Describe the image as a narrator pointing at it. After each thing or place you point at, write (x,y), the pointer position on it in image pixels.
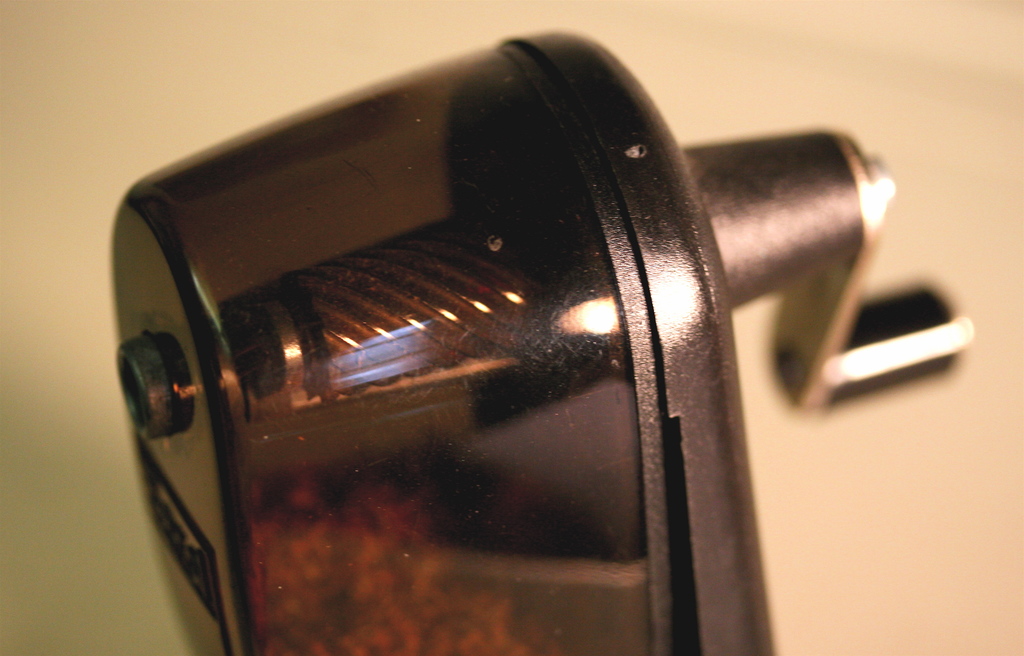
In the center of the image (402,353) we can see a pencil sharpener (442,427). It is in black color. In the background (802,55) there is a wall (764,484).
